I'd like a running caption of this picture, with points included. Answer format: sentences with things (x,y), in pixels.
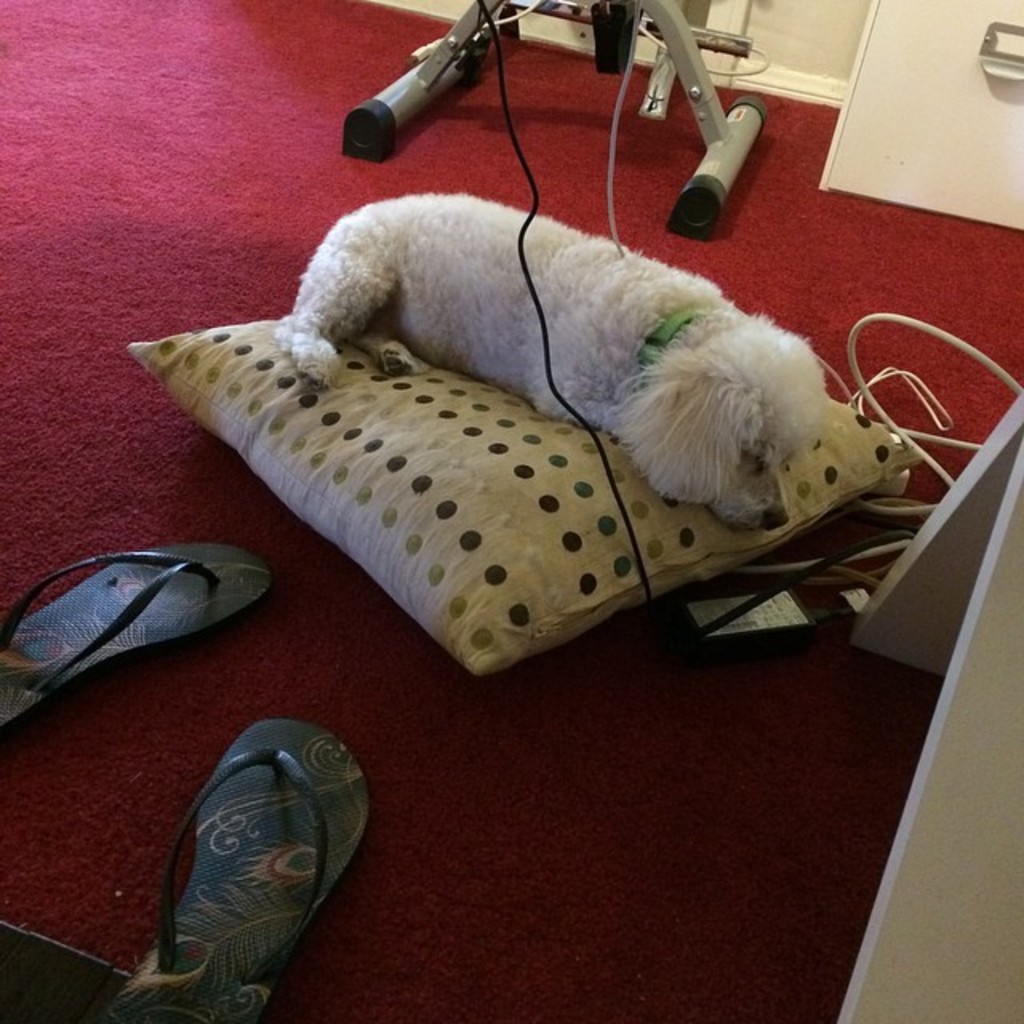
This picture shows a dog (729,473) lying on the pillow (860,438) and we see pair of slippers (132,558) on the red color carpet (932,282). The dog (496,288) is white in color.
